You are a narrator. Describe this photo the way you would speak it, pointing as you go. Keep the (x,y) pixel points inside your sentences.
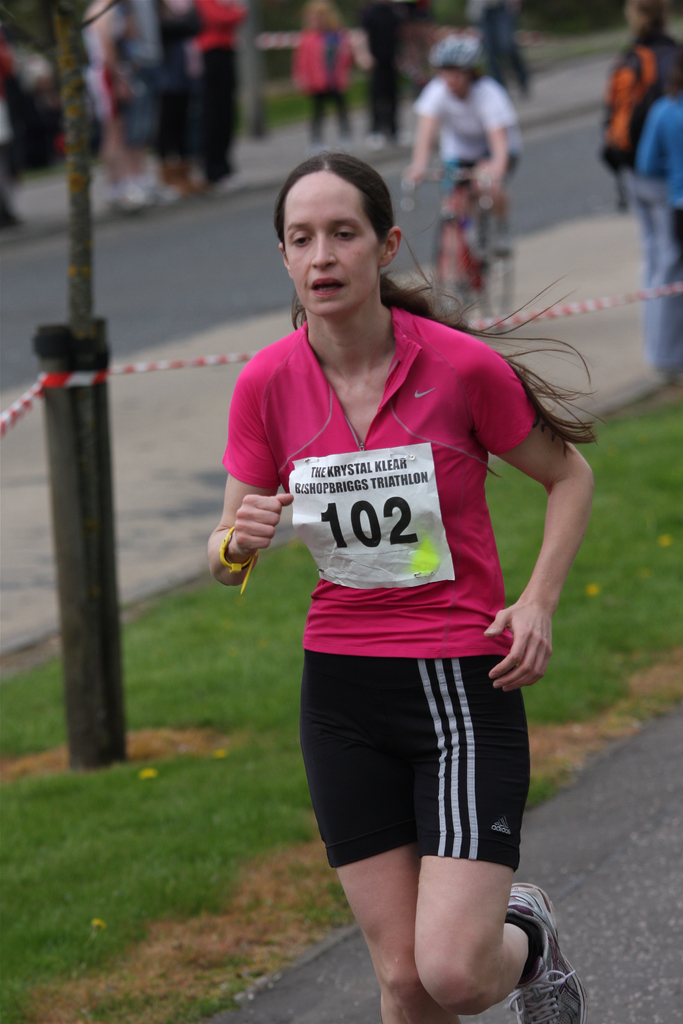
In this image we can see a woman (364,763) running on the road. We can also see some grass (221,770), a rope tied to a pole (66,510) and a person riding bicycle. On the backside (225,80) we can see a group of people (222,159) standing.
